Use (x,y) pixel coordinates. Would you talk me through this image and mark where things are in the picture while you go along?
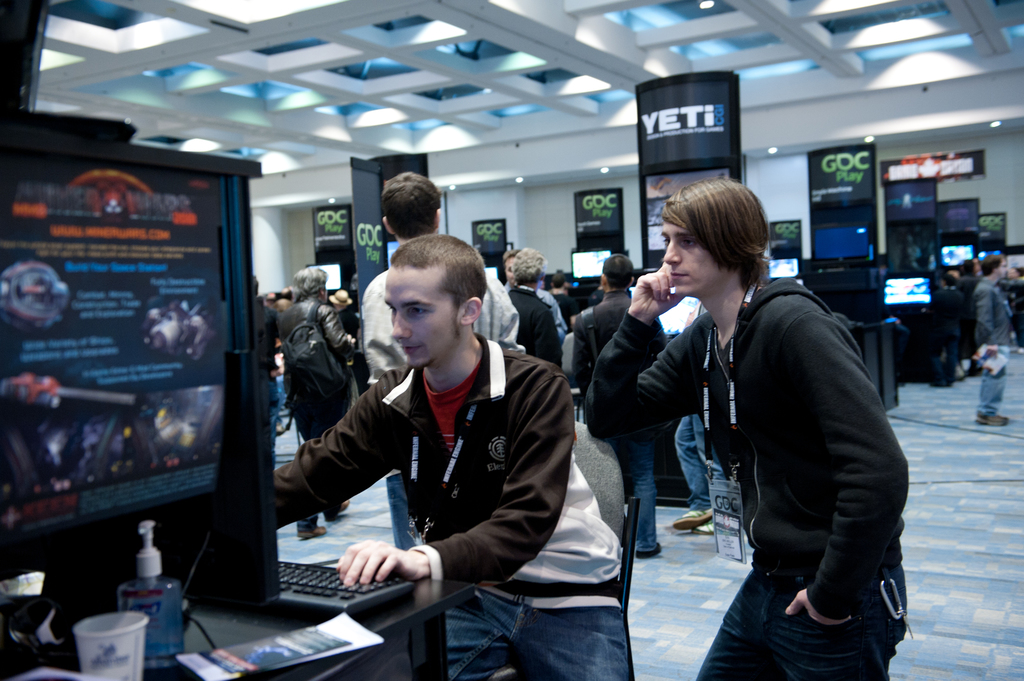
In this image we can see there are a few people (519,328) standing and few people (485,332) walking on the ground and holding an object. And there is the person (559,497) sitting on the chair (595,476) and working with a keyboard (323,589). And we can see the table (216,612), on the table (216,612) there are papers (241,660), cup (142,616), bottle (143,534) and a few objects (262,499). And at the back (868,244) we can see the boards (866,275) with screen (899,281). And at the top (500,78) we can see the ceiling (425,71) and lights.
